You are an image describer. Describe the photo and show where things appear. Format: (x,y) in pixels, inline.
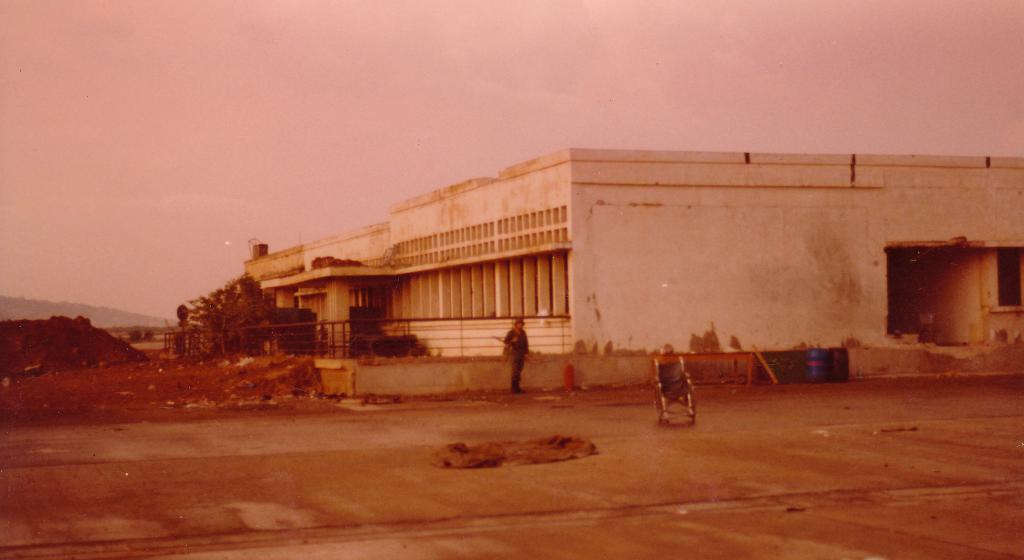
In this image we can see a building (541,289) with several pillars (548,280) and a fence (432,341). We can also see a wheel chair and a person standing on the ground (565,482), a tree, a heap of mud (4,336) and the sky (215,134) which looks cloudy.
